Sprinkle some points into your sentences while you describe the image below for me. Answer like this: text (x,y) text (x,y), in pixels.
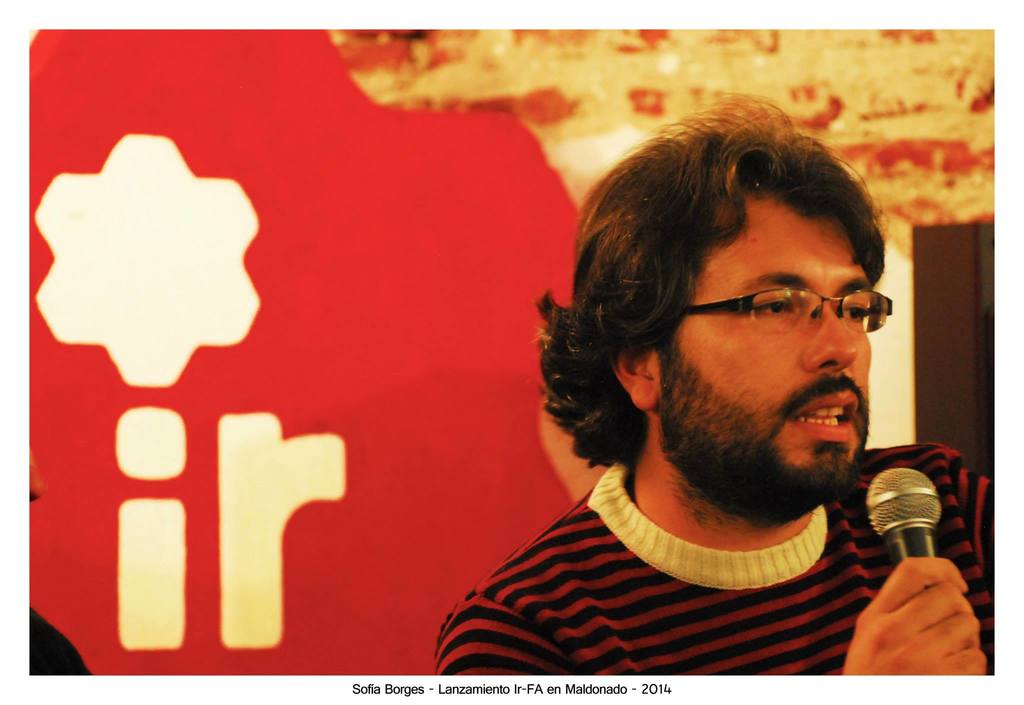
The man (733,326) in front of the picture wearing maroon and black T-shirt (728,640) is holding a microphone (896,499) in his hand (922,620). He is talking on the microphone (880,492). He is wearing the spectacles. Behind him, we see a red color board (250,351). On the right side (948,271), we see a wall (885,389) or a cupboard (914,378) in white and brown color.
